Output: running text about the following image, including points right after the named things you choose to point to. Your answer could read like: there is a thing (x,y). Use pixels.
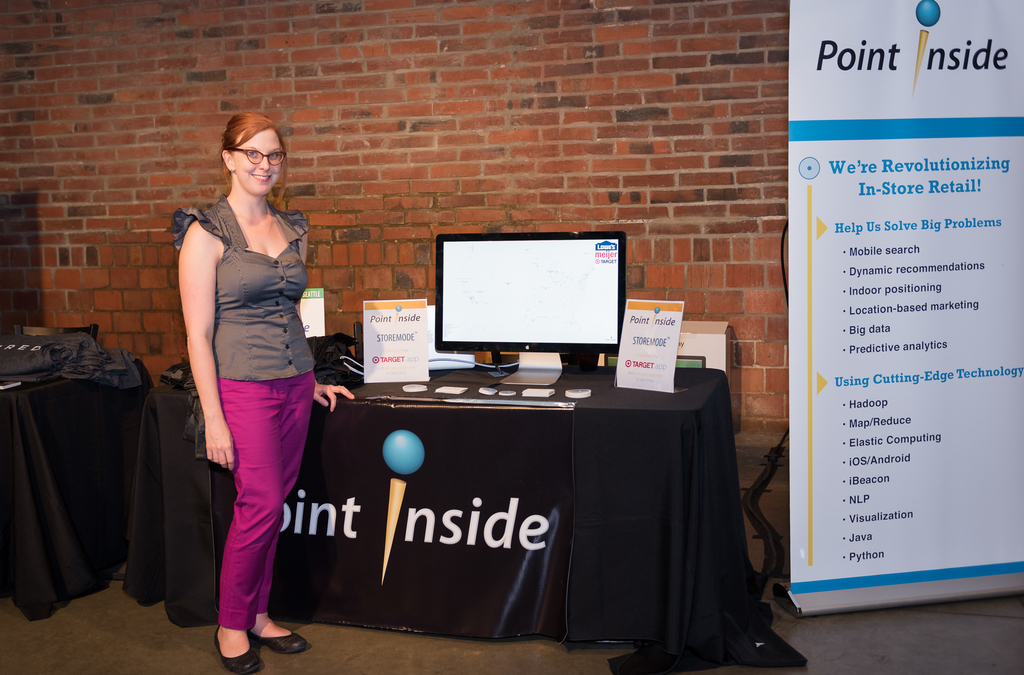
In this image, we can see a woman (267,384) is standing and smiling near the tables (455,483). That is covered with black clothes (479,517). Here we can see so many objects (685,367), things (394,366) are placed on the tables (63,413). Background (482,119) there is a brick wall (453,109). Right side of the image (889,209), we can see a banner (905,310). Here we can see a monitor (526,301).
